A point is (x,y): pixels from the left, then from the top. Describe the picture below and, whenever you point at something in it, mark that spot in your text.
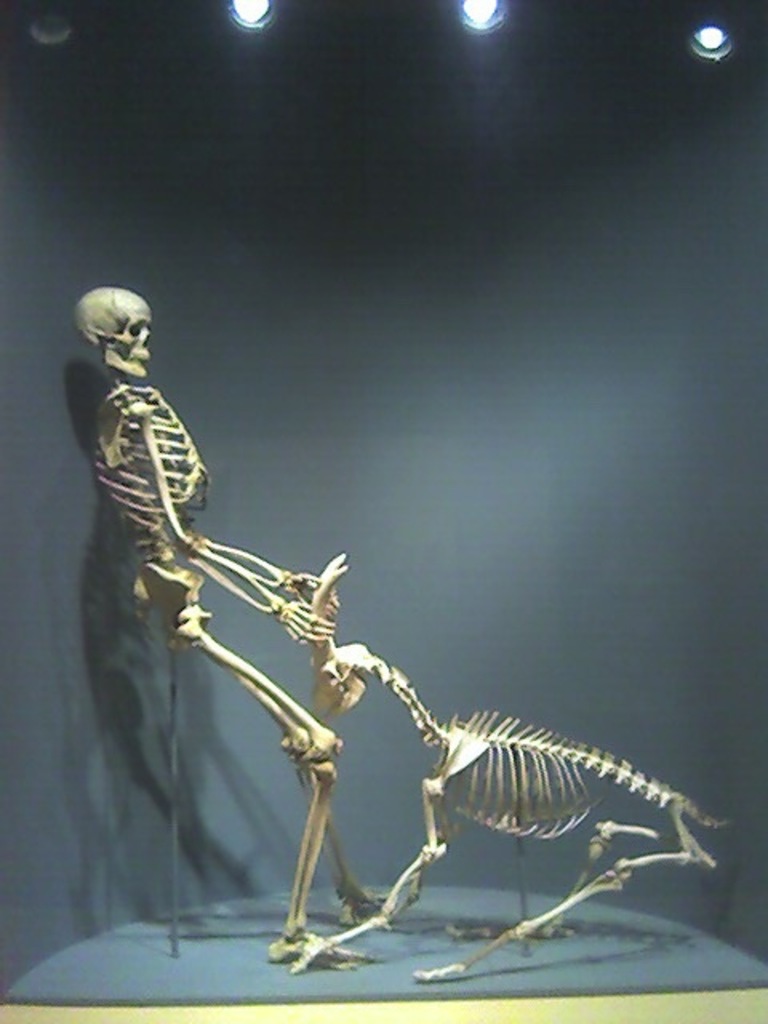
In this image there are skeletons (159,475) on the surface (426,986), there is a wall (474,289), there are lights (239,27) truncated.
